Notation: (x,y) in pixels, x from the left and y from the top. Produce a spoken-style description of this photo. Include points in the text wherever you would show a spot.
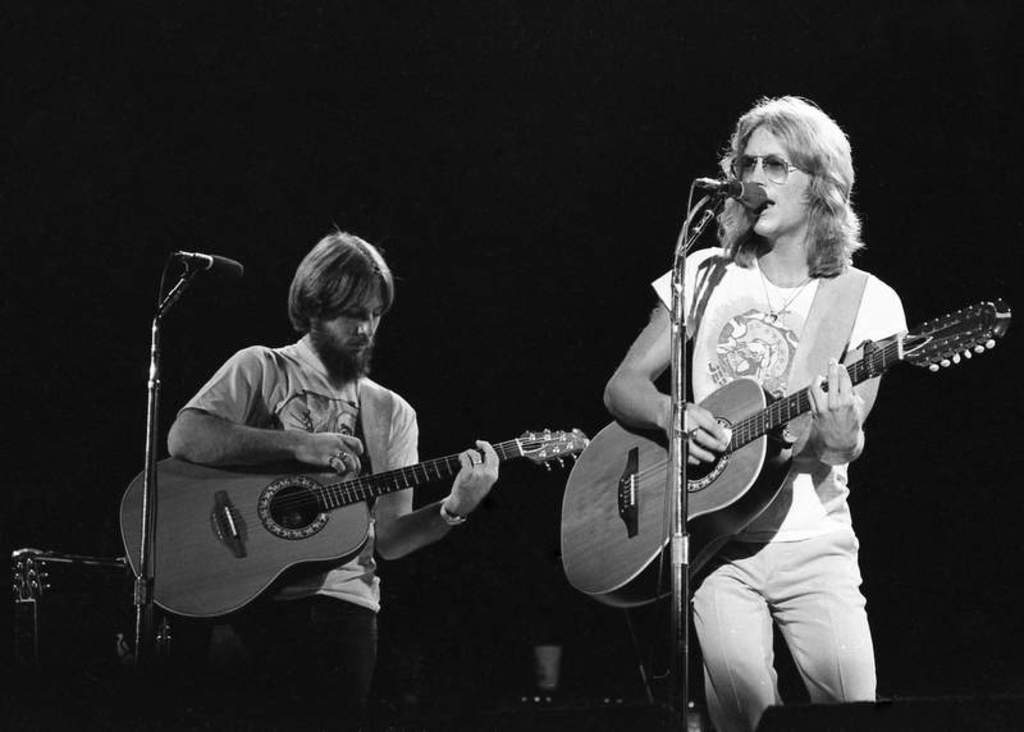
There are two men (360,359) standing in the picture, holding guitars (258,524) in their hands (813,408). Both of them having a microphones (191,263) in front of them.
